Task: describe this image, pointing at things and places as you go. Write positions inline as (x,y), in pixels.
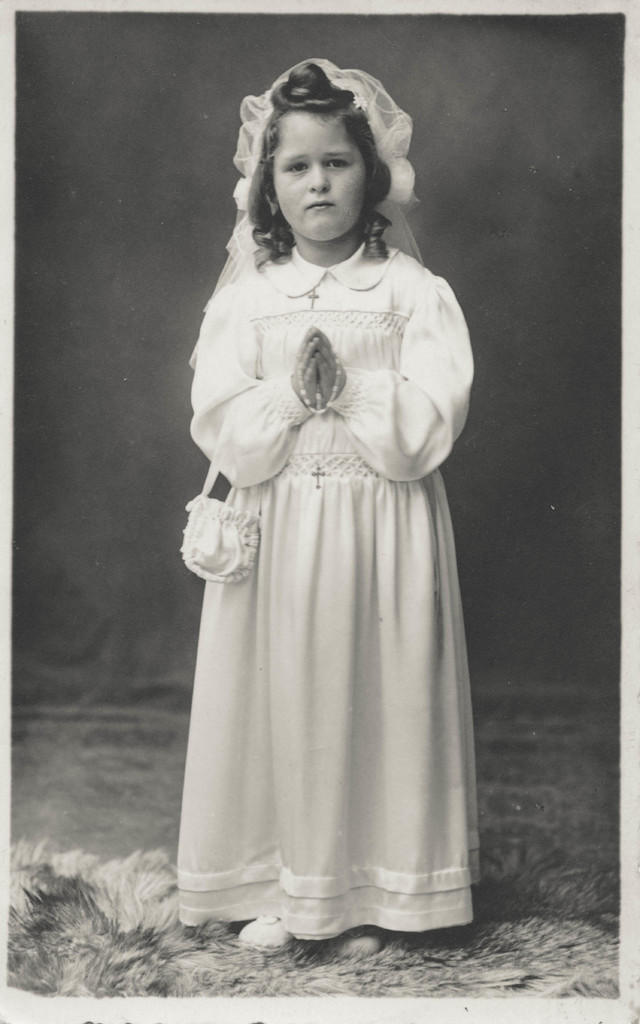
In this picture I can observe a girl (289,362) in the middle of the picture (271,496). This is a black and white image.
